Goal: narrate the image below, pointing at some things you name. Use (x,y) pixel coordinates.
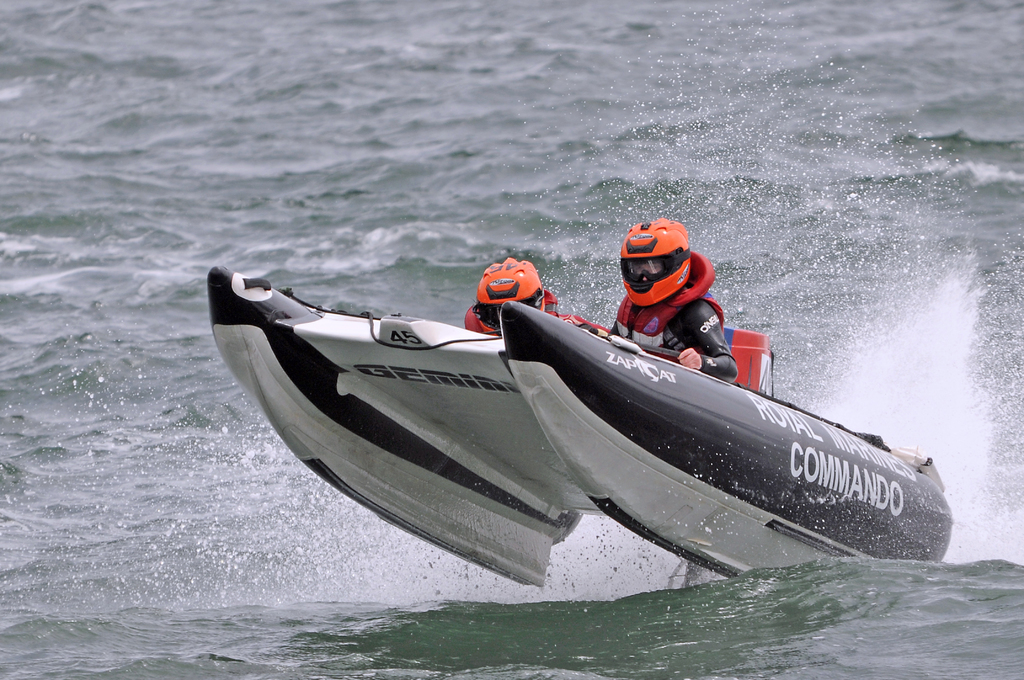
In this image we can see two persons (657,316) wearing dress (684,323), helmets (512,297) and a life jacket (638,313) are sitting in a boat (525,414) placed on the water (193,459).
